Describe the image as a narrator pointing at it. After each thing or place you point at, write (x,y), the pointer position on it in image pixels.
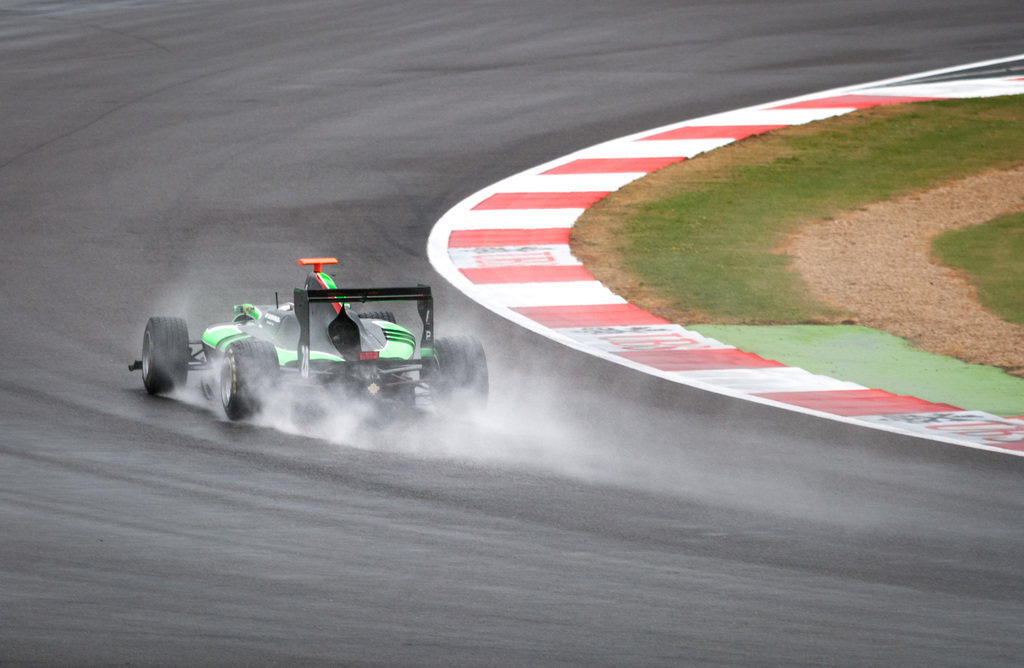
In this image in the center (402,334) there is a racing car (348,345) moving on the road (343,190) and on the right side (761,222) there's grass (712,265) on the ground (704,299).
